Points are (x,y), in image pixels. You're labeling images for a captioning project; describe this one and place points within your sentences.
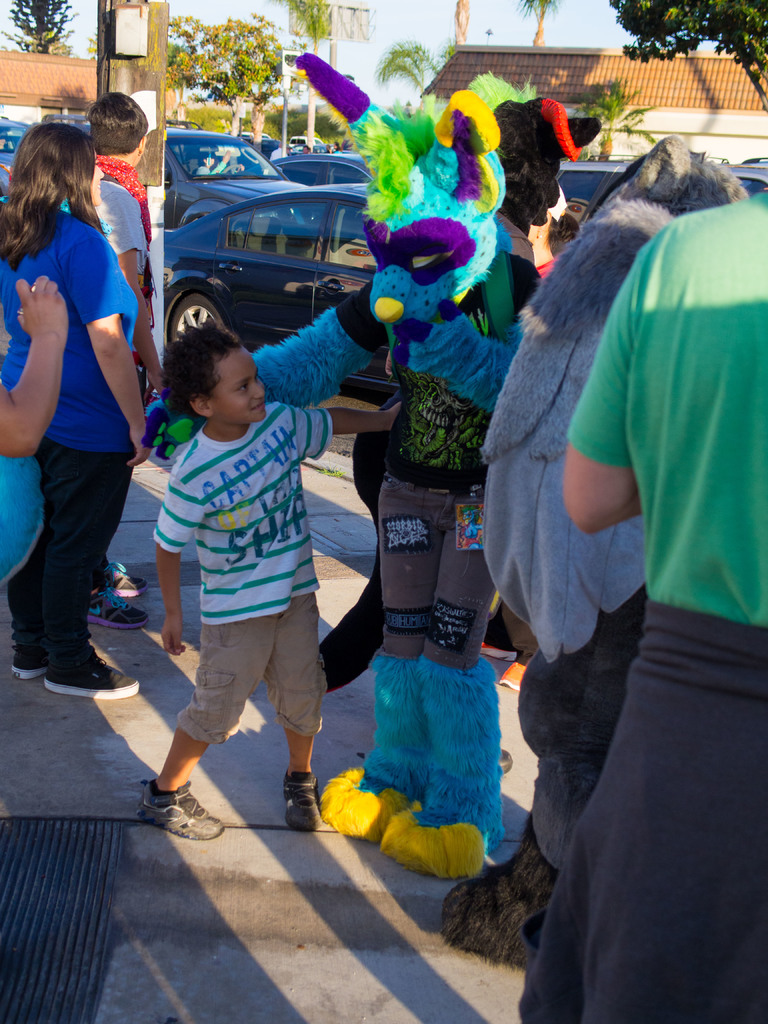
In this image I can see few people (113,374) standing. In front (463,472) I can see two person (476,304) wearing costume (444,362) which is colorful. Back I can see few cars (315,172), trees (244,55), poles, houses (677,97). The sky (287,40) is in white color.
